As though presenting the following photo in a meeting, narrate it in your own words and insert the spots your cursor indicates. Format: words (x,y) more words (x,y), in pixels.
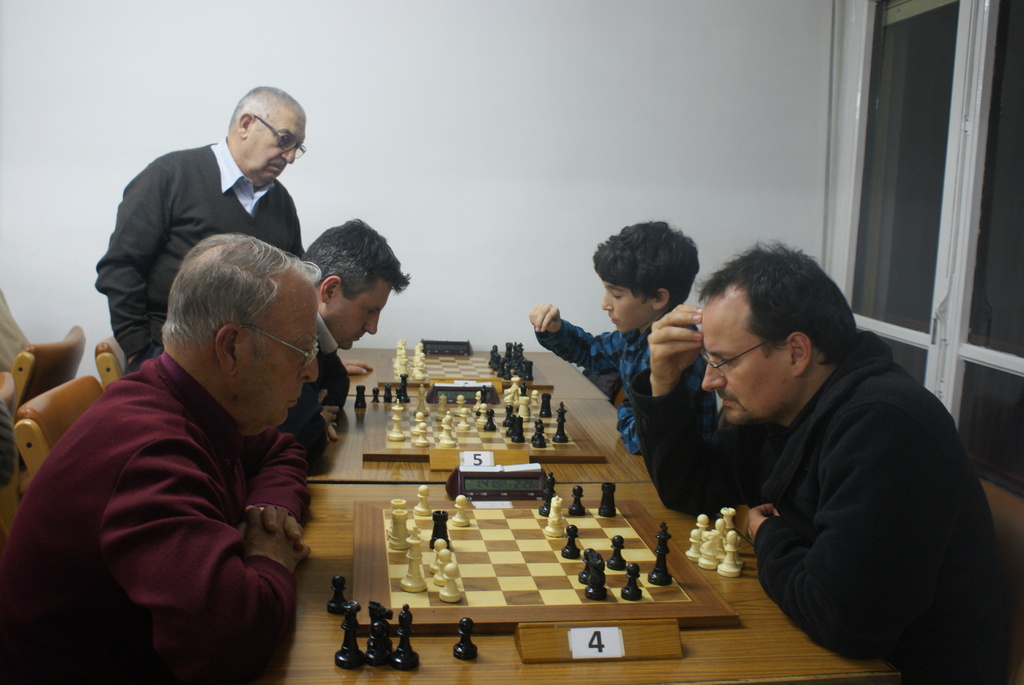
In the middle (501,429) there is a table (475,468), on that table (454,641) there are three chess boards (492,558) and chess coins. On the right (761,454) there are two people (734,378) are playing chess game. On the left (269,380) there are two people (263,400) they are staring at chess board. On the left (208,187) there is an old man (216,187) he wear black jacket (168,221) and white shirt (237,186) he is staring at chess board (441,361). In the background (480,163) there is a wall (558,85), window (960,254) and glass (876,285).
